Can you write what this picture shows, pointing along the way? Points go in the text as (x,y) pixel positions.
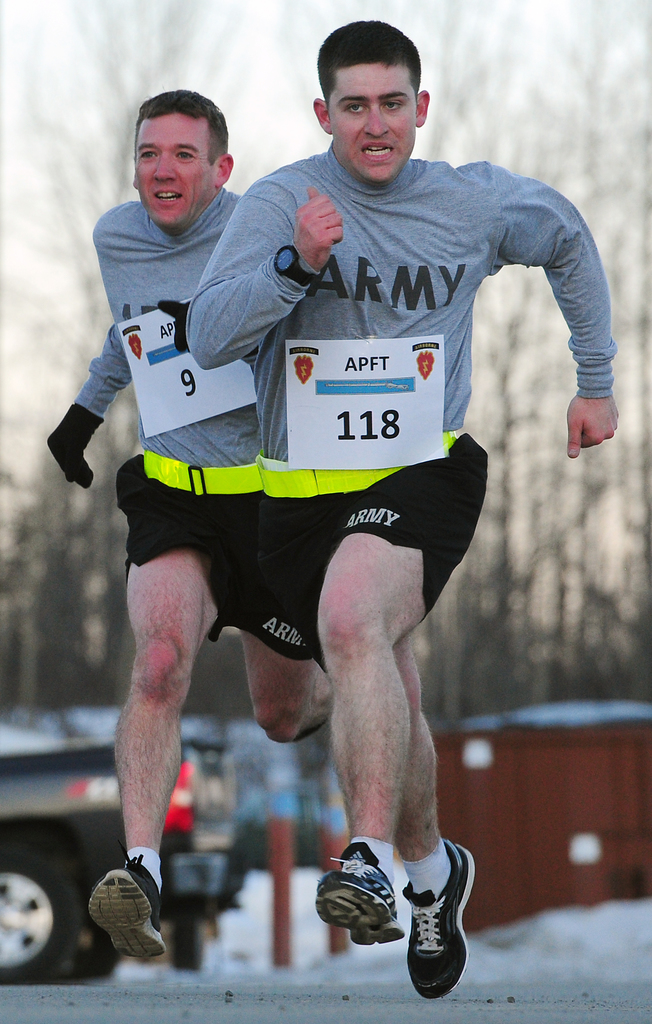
In this image I can see two men (211,297) wearing t-shirts (448,248), shorts (412,531), shoes (460,901) and running on the road (216,995). In the background (77,769), I can see a vehicle (55,805) on the road (54,988), a house (555,780) and trees (565,536). At the top (557,38) I can see the sky (549,42).
